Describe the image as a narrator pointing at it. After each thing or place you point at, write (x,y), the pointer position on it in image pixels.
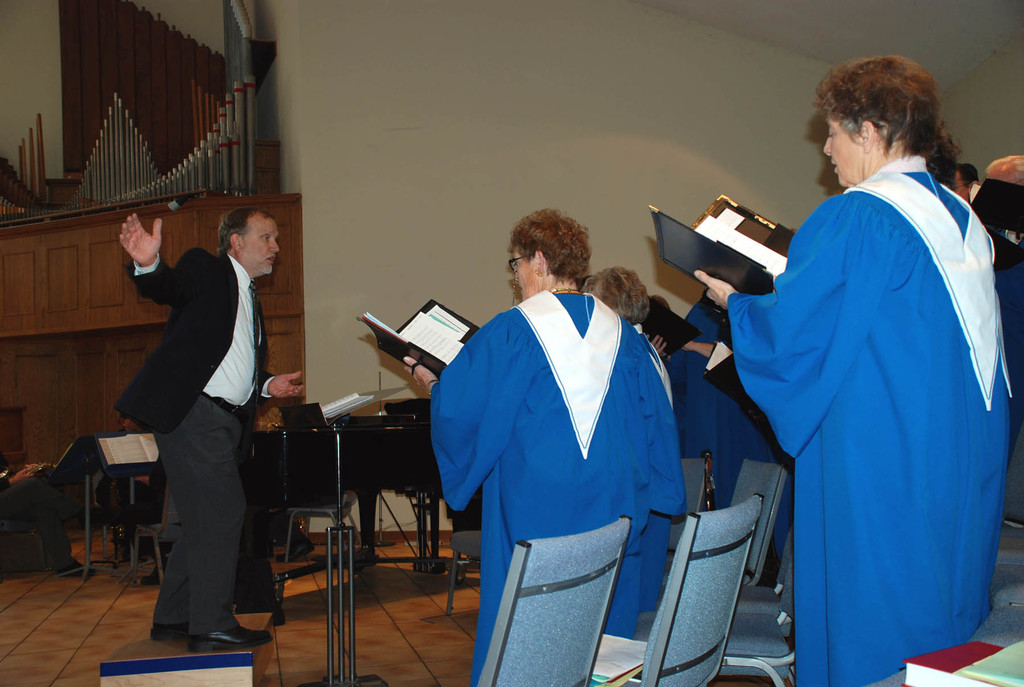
This is an inside view. On the right side (890,408) there are few people (822,447) wearing blue color coats (654,396), holding books (656,314) in their hands (405,367) and standing facing towards the left side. On the left side (192,381) there is a man (176,447) standing and speaking by looking at these people (594,311). In front of him there is a table (337,448) and few metal stands (351,561). At the back of him there are few objects (114,524) placed on the floor (77,601). At the bottom (568,645) there are few empty chairs (569,604). In the background (154,199) there is an object (210,179) which is made up of wood (66,265) and a wall (514,92).
